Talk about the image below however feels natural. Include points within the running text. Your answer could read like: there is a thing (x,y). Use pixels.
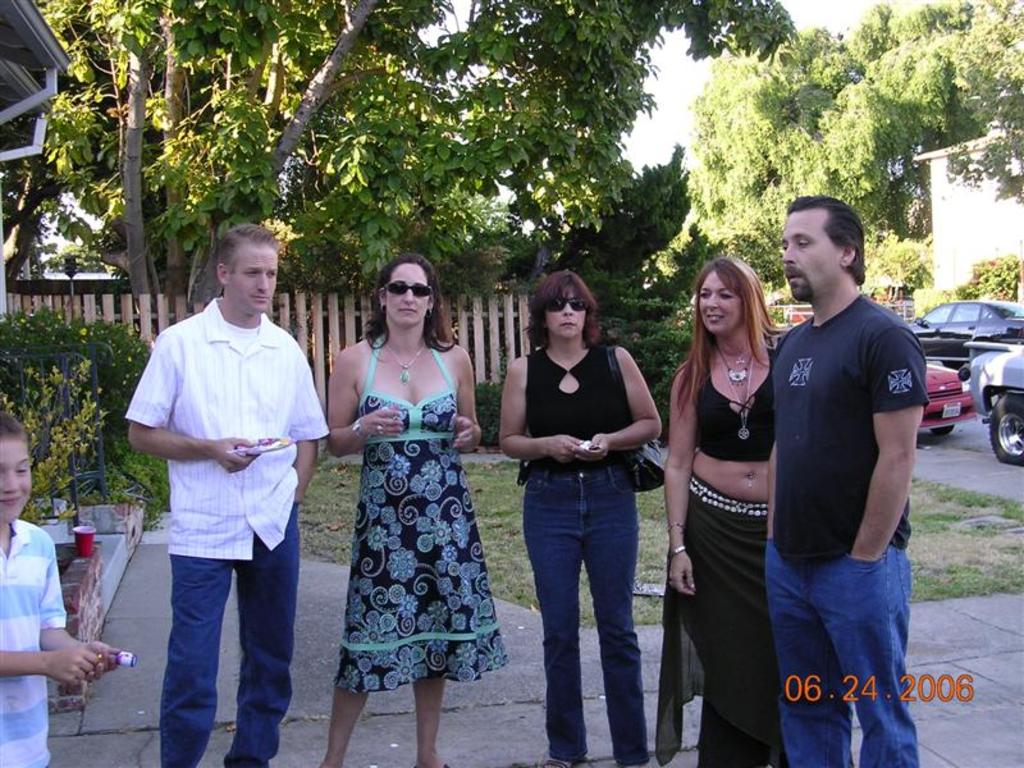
In this picture there is a group of the men (256,348) and women (390,537) standing, two wearing black sunglasses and giving a pose into the camera. Behind there is a brown fencing grill (312,356) and some trees (446,204). On the right side (1000,377) there is a cars (926,339) parked in the ground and some trees (885,190).
